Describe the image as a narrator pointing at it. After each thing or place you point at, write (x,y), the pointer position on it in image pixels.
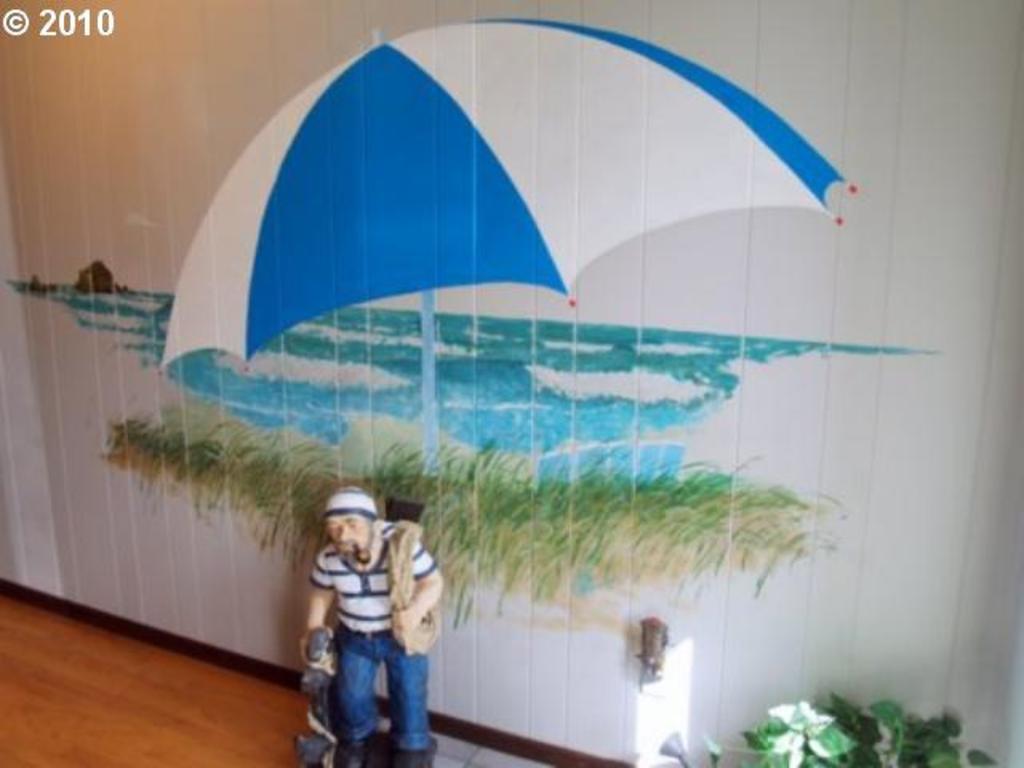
In this picture i can see the statue (420,688) of a man (423,672) who is wearing cap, t-shirt (363,600), jeans (355,637) and he is holding a bag (403,582), beside him there is a wooden wall (853,571). On that wall (909,350) i can see the painting (513,251) of a water (488,371), sea (485,385), grass (615,523) and umbrella (633,134). In the bottom right corner (779,721) there are plants (769,749), beside that there is a light (653,623). At the top left corner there is a watermark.
